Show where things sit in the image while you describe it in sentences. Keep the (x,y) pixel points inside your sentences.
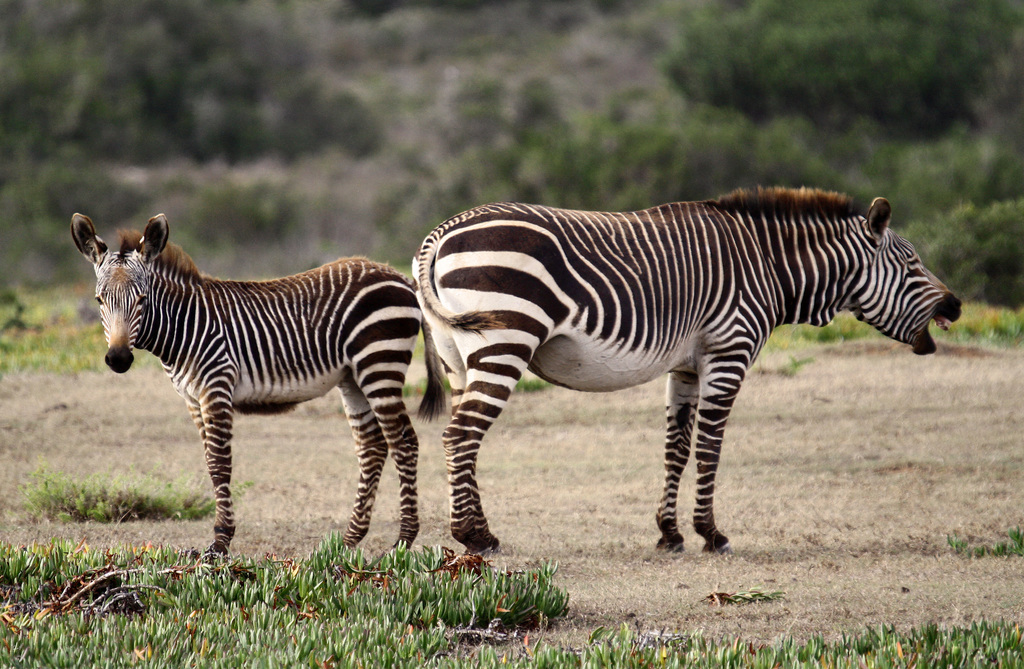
In this image I can see the grass (388,525) and two zebras (399,477) are standing in the front (484,216). In the background (584,103) I can see plants (680,184) and I can see this image is little bit blurry in the background (396,148).
